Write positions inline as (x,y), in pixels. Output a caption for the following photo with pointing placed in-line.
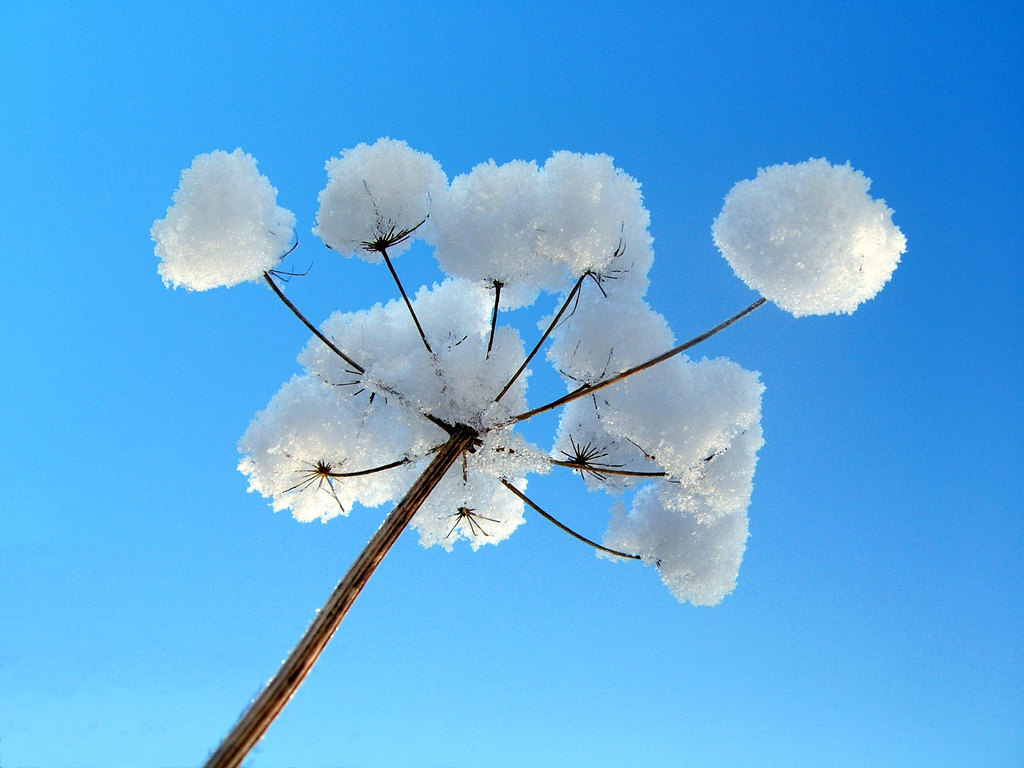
In this picture there is snow covered plant (314,358) in the center of the image (464,289).
